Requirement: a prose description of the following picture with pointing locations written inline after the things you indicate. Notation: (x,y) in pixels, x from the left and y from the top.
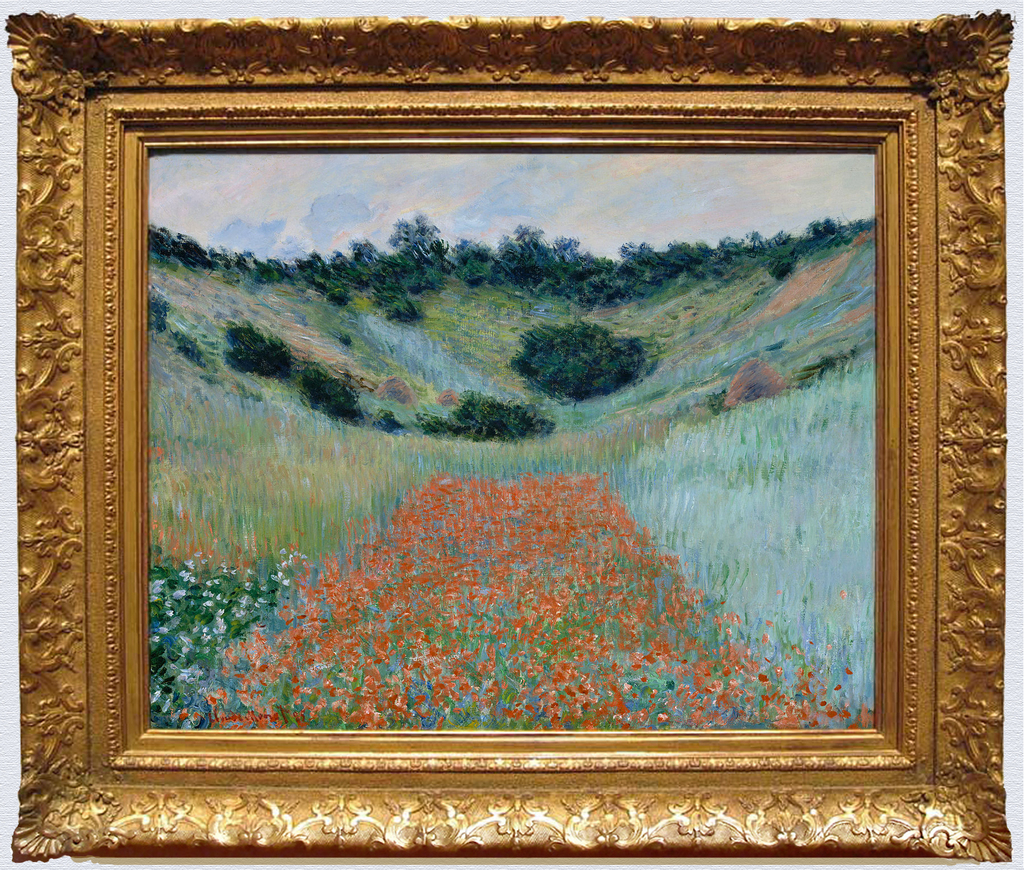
In the picture I can see a photo frame (737,120) on the wall (1016,298). In the photo frame (264,198) I can see the flowering plants (577,567), farm field (543,445) and trees (514,421).
